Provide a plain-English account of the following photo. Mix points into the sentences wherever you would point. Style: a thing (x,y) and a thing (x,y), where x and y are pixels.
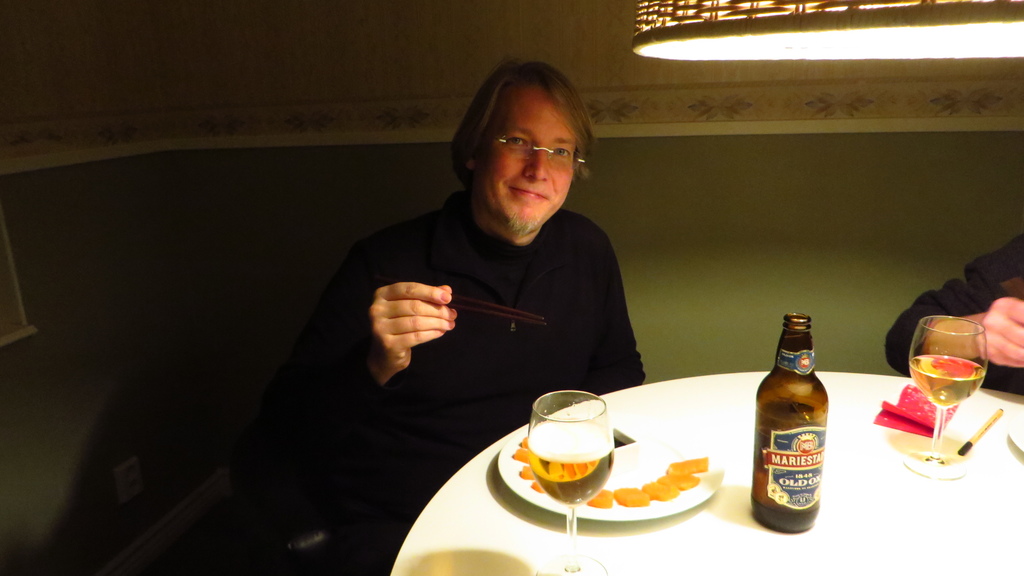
A man (561,249) wearing a specs (555,155) and a black dress (499,350) is holding a chop sticks (487,304) and sitting on a sofa (314,519). In front of him there is a table (907,478). On the table (730,553) there is a plate (640,511), wine glass (580,453), bottle (784,434), on the plate (648,483) there are some food item (675,471). And there is a light (921,29) on the right corner (863,33). In the background (328,100) there is a wall (263,165).
